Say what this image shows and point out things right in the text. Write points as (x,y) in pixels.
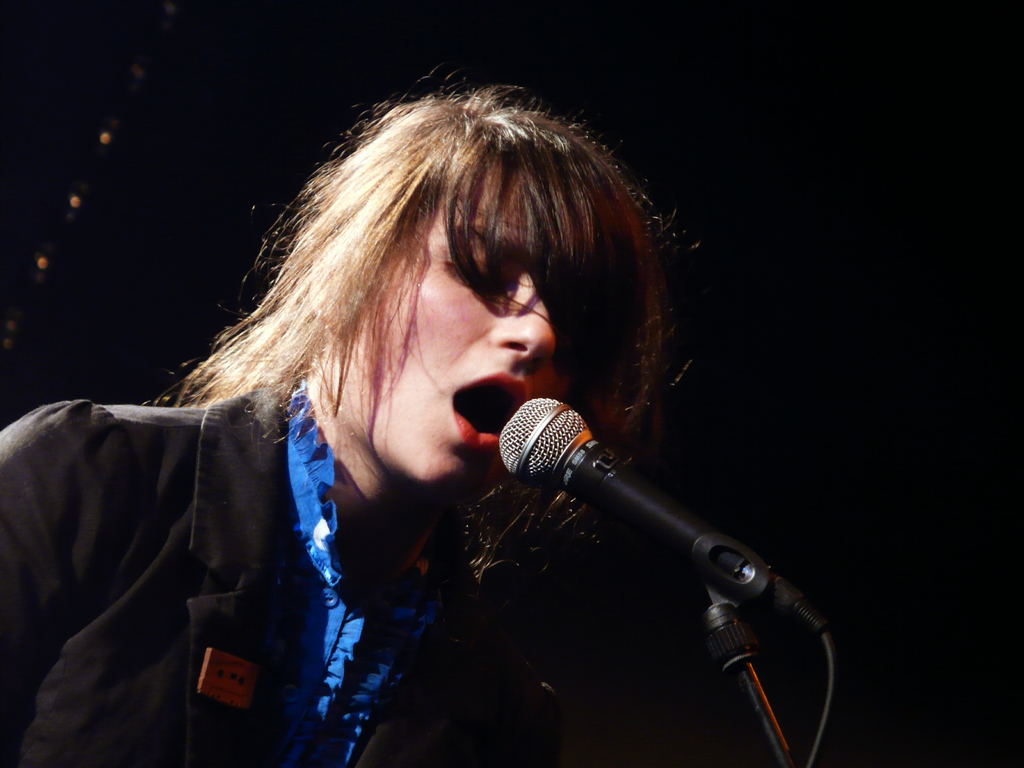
In this picture we can see a person (435,495) here, there is a microphone (585,477) in front of person (385,540), we can see a dark background (882,206).
